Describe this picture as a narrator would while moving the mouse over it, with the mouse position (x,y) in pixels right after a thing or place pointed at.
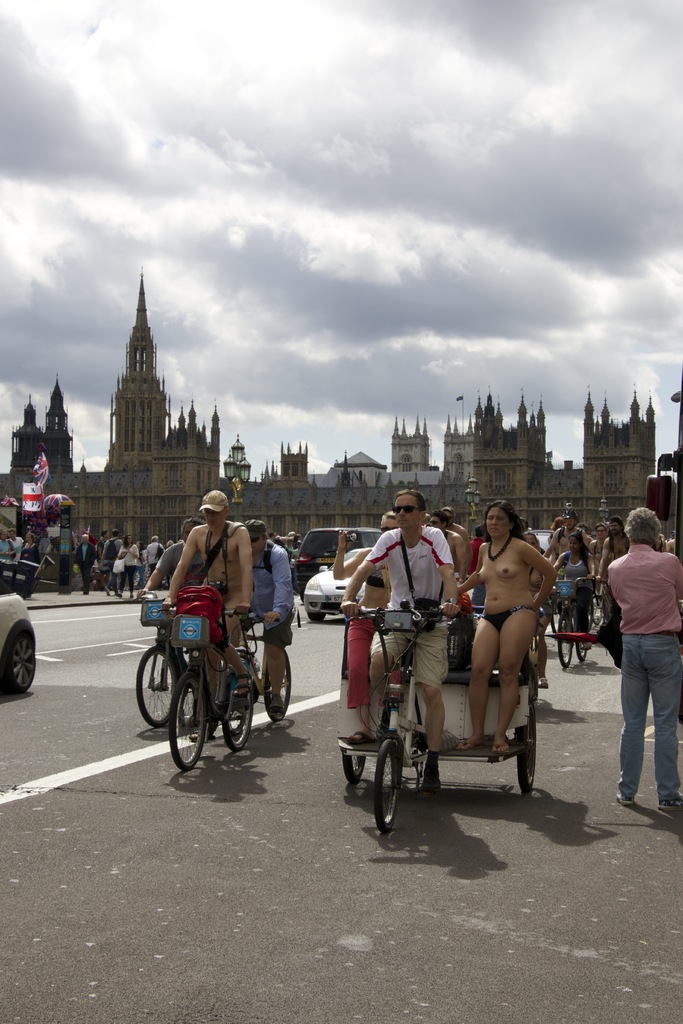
In this image, we can see people (336,576) riding on the bicycles (389,718) and some of them are nude and some are wearing glasses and caps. In the background (176,523), there are buildings (291,469), flags (49,511), vehicles (15,618) and some people (100,542) and poles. At the bottom (282,869), there is road (281,867) and at the top (334,121), there are clouds (381,222) in the sky (274,235).
